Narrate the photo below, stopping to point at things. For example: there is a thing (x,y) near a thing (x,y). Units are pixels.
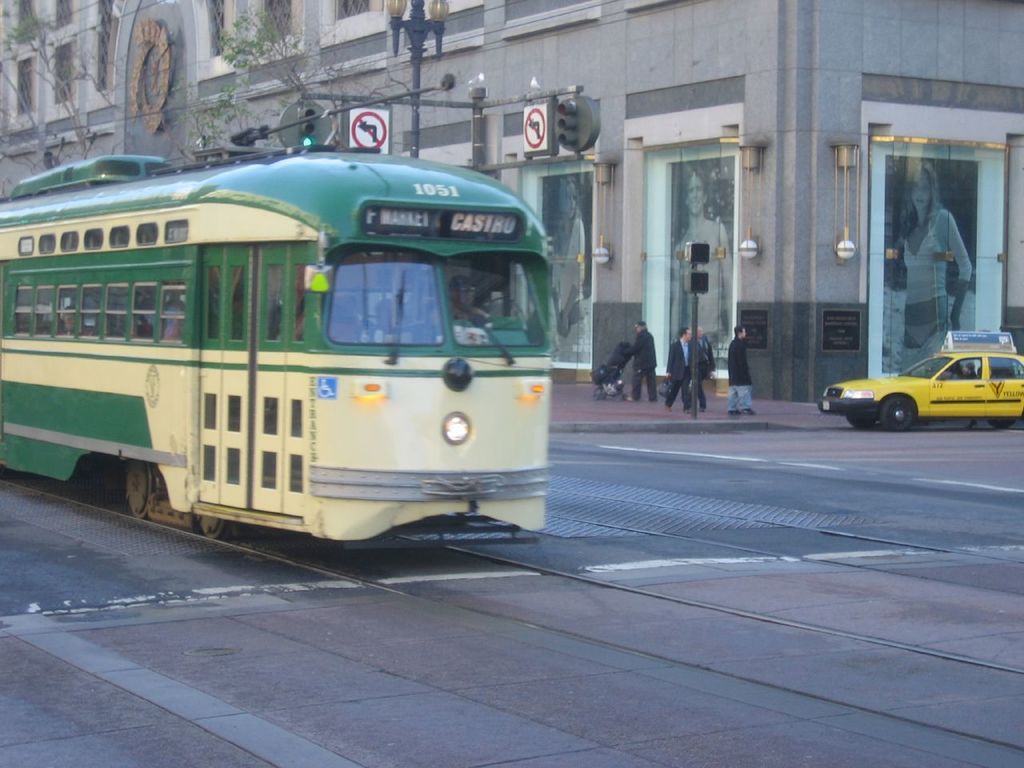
In this image we can see a few people (651,353), one of them is pushing a stroller (624,375), there are traffic lights (694,308), light poles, sign boards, there is a train (525,291), a car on the road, there is a building (734,229), there are posters (710,296) of people (719,309) on the walls (261,79), also we can see trees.
